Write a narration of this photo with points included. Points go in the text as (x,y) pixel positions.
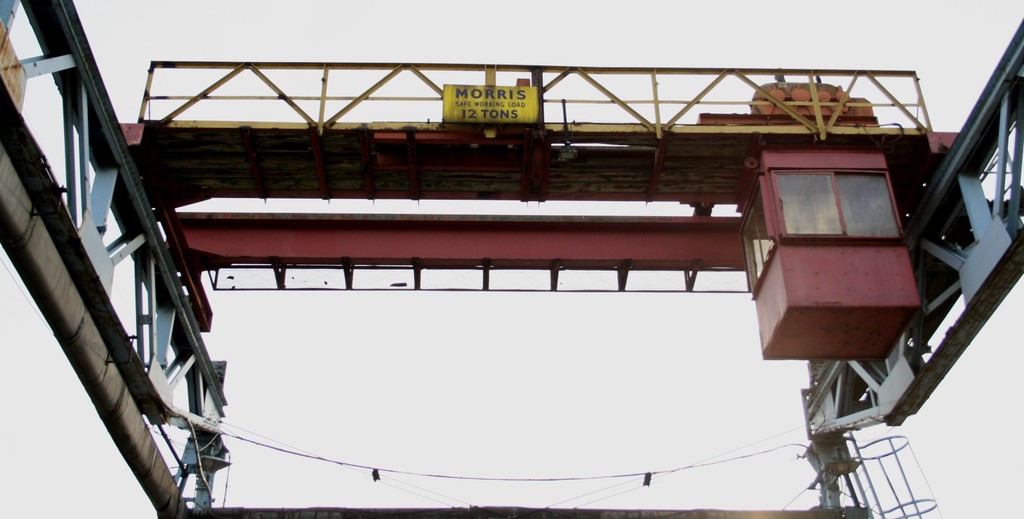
In this image, we can see a bridge (620,218) and we can see some wires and there is a board (485,101).
